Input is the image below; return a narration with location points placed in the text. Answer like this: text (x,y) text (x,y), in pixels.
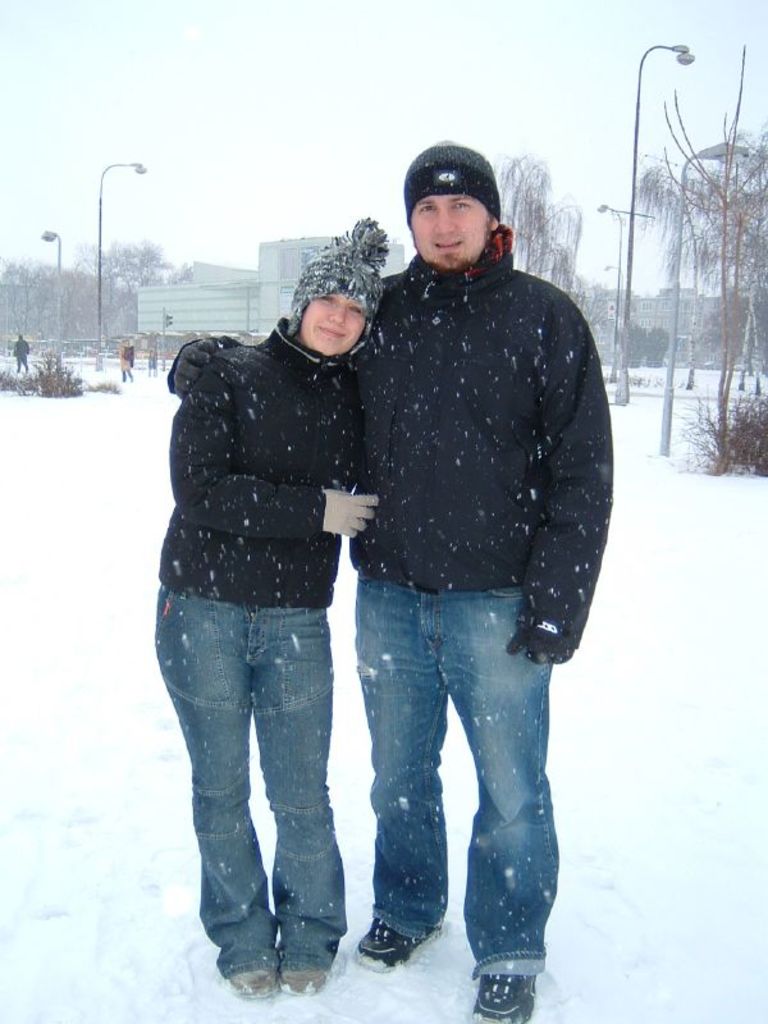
In this image we can see a man (435,444) and a woman (234,662) standing on the snow (564,750). In the background (609,67) we can see street poles (627,291), street lights (644,59), buildings (222,275), trees (120,271) and sky (229,152).
